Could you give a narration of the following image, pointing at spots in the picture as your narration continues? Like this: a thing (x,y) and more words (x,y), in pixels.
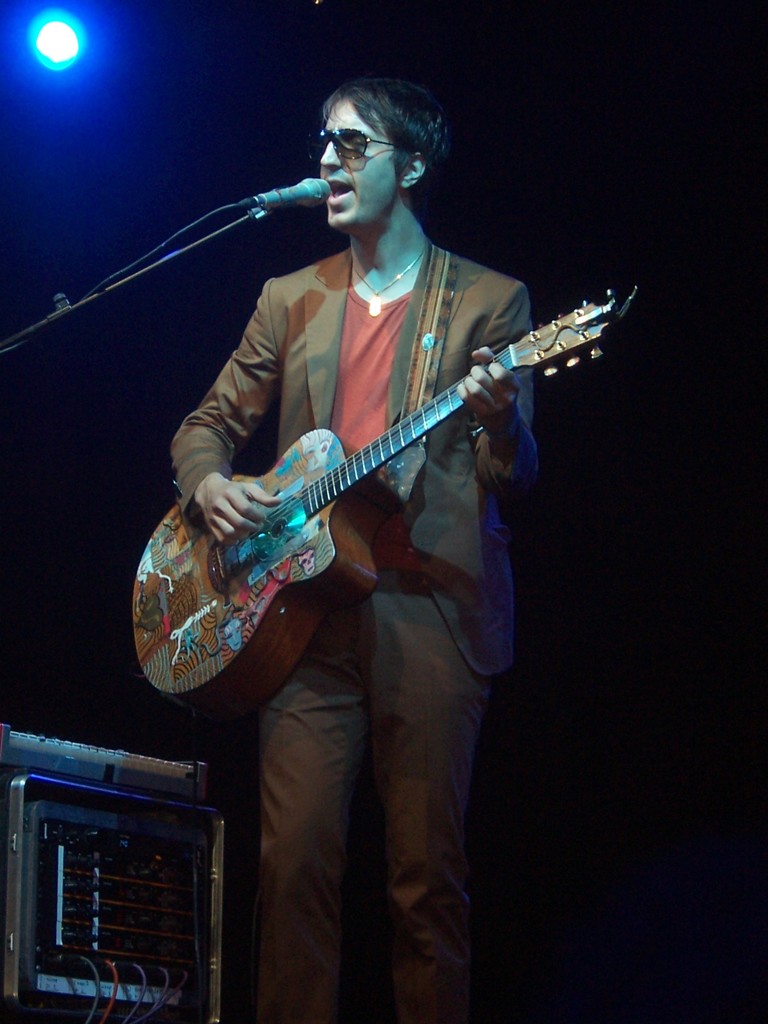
This is the picture of a man (376,237) holding the guitar (276,525) and singing a song, in front of the man (350,191) there is a microphone (286,204) with a stand (44,322) in front of the man (303,742) there is also a music system (109,860). Background of the man (369,350) there is a wall (536,129) which is in black color and a light (48,44).
